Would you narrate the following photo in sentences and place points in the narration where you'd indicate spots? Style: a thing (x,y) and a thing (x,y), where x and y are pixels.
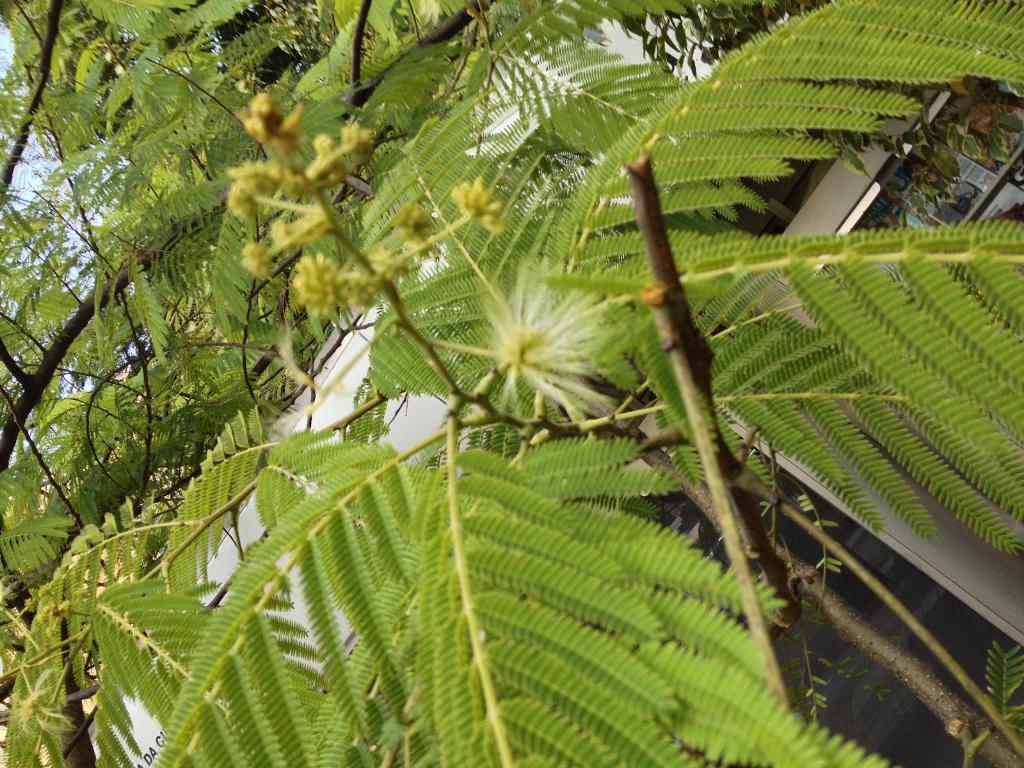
In this image I can see few trees (37,321). Backside it looks like a building (880,177) and the sky (57,171) is in blue color.
